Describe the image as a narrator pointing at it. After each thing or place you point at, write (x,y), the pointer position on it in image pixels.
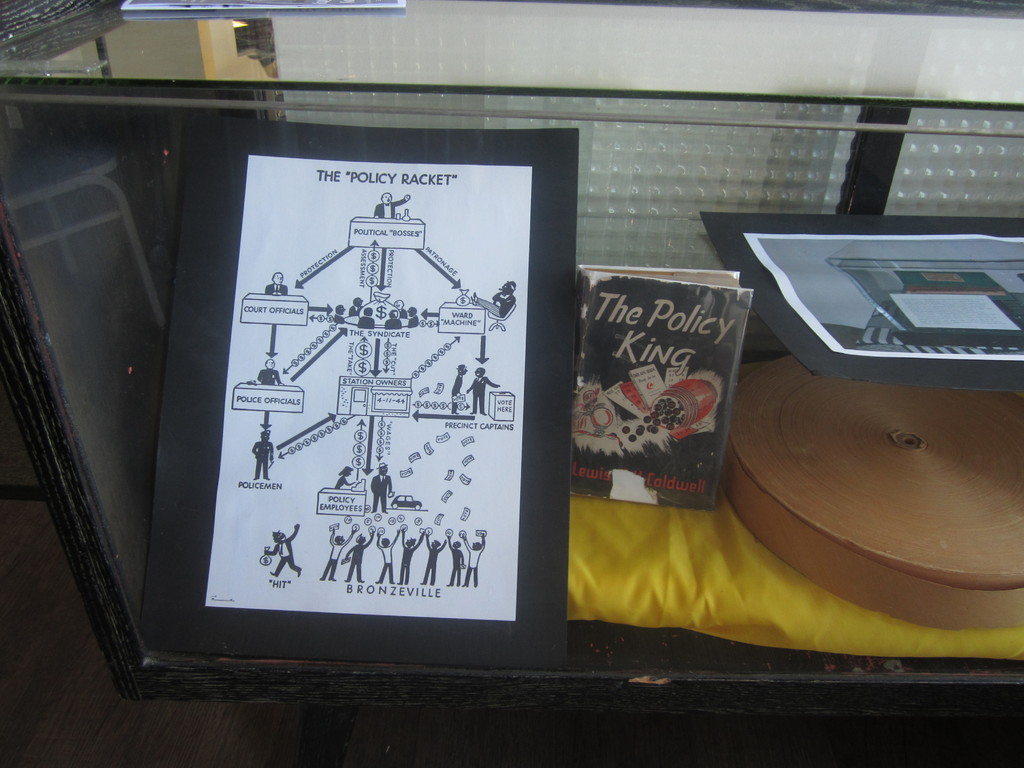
Here we can see a book (646,456) placed in a rack (61,99) and the top (37,40) of the rack (985,8) is made of glass (1021,48).
